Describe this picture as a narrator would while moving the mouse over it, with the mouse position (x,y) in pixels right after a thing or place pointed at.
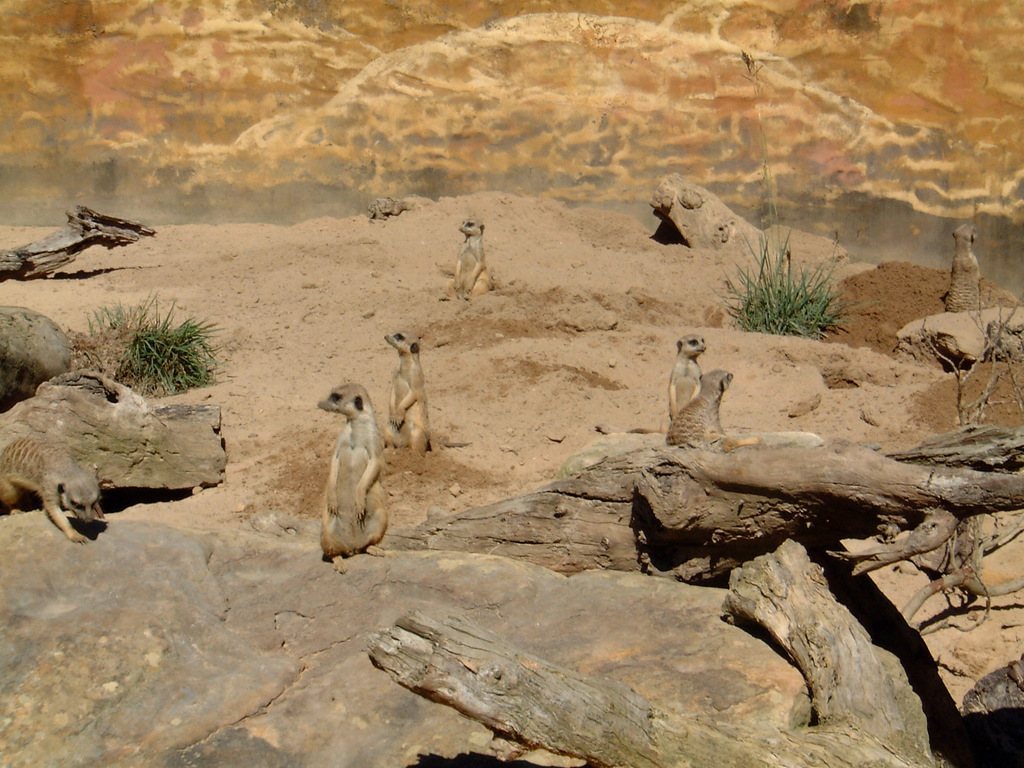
In this image there are so many Meerkats (394,393) in the middle (355,498). There are sitting in sand (444,357) while some are sitting on the stones (263,628). On the right side (790,503) there is a big tree trunk (709,493).
